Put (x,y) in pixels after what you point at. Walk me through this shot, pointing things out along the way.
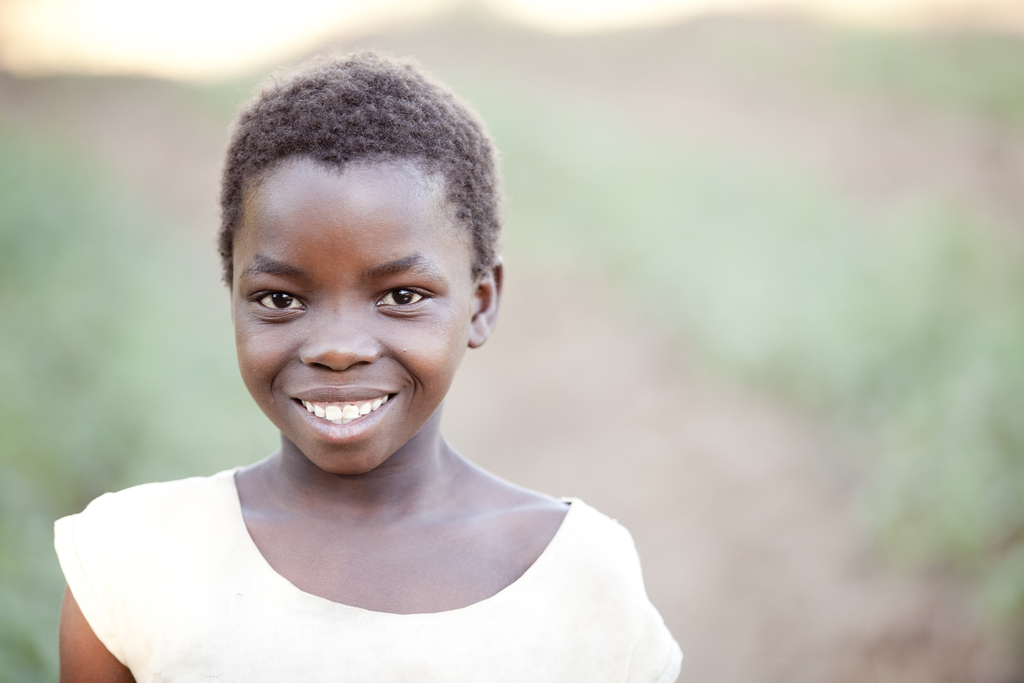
There is a kid (328,456) smiling. In the background (931,321) it is blur.
